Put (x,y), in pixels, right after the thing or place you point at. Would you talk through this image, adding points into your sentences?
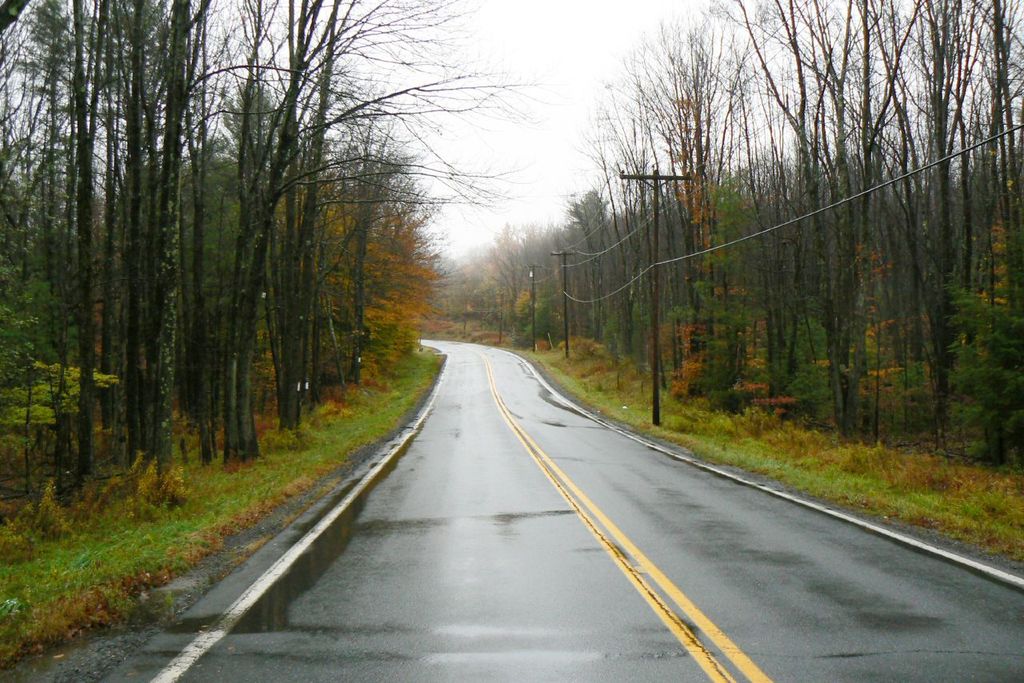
In this image I see the road (494,377) on which there is water (373,495) and I see number of poles (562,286) and wires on it and I see number of trees (770,136) and I see the grass (561,365). In the background (539,102) I see the sky (388,8).
